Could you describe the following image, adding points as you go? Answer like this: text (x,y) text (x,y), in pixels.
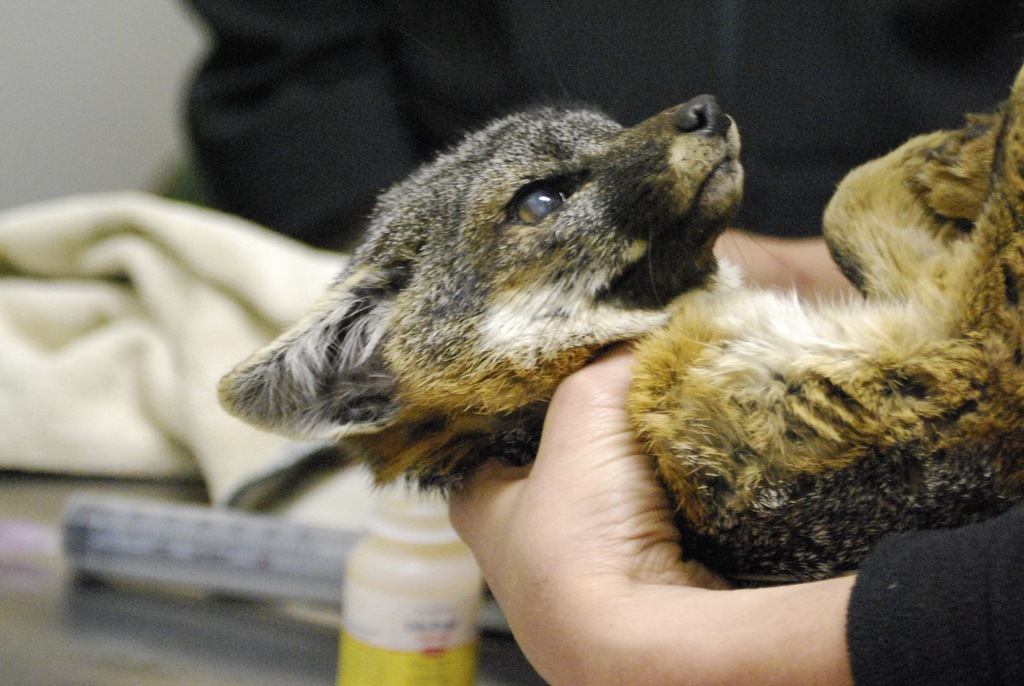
In this image there is an animal (501,208) in a person's hand (612,377).
